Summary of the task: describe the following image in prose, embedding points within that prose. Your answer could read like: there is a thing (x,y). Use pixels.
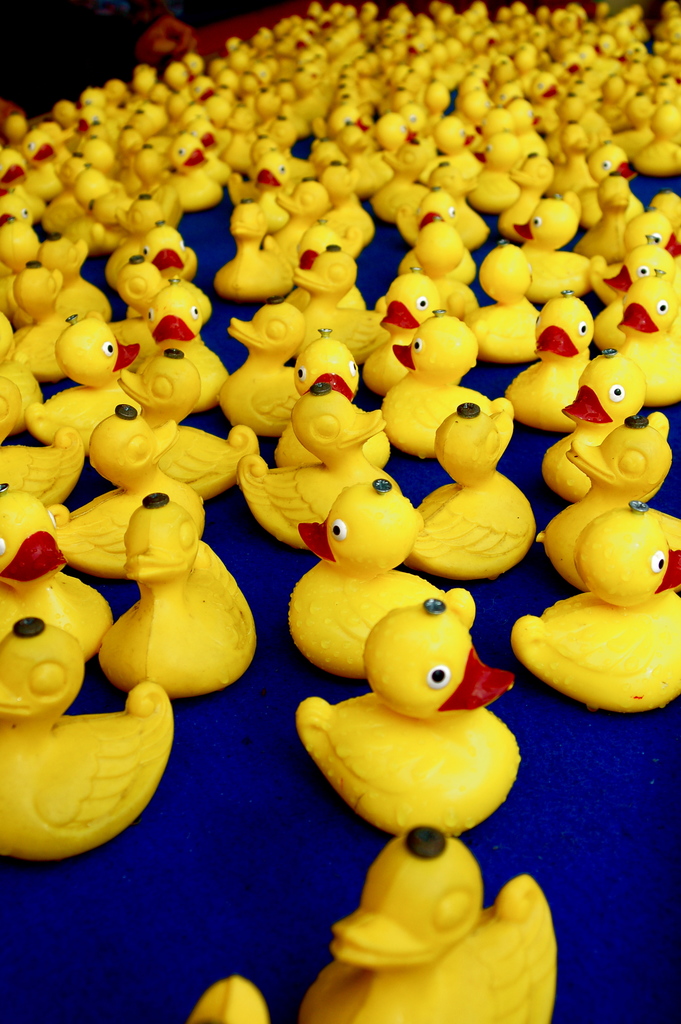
In this image I can see so many duck toys (13,161) on the table (546,762).
